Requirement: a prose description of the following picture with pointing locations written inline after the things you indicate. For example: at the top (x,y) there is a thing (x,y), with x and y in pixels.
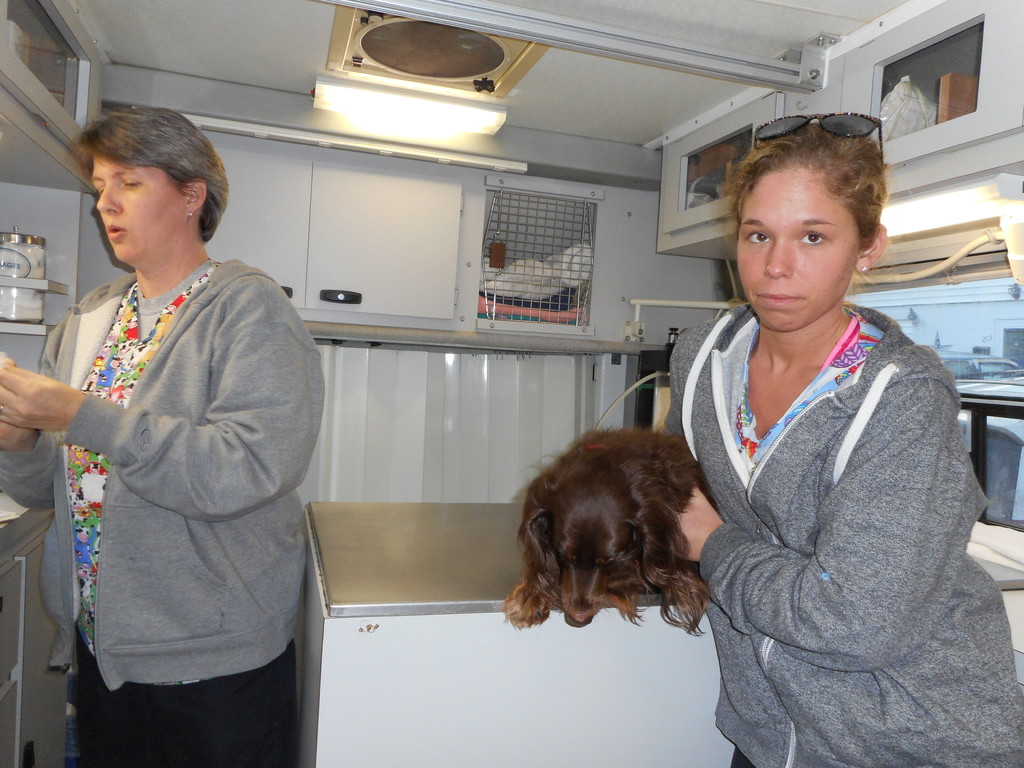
This woman (186,442) wore jacket (149,445) and standing. This woman (743,525) is holding a dog (601,521) and wore jacket (881,579). On top (409,101) there is a light (402,89). This cupboards (989,108) are filled with things (533,263). On this furniture (50,282) there are jars (29,248).
